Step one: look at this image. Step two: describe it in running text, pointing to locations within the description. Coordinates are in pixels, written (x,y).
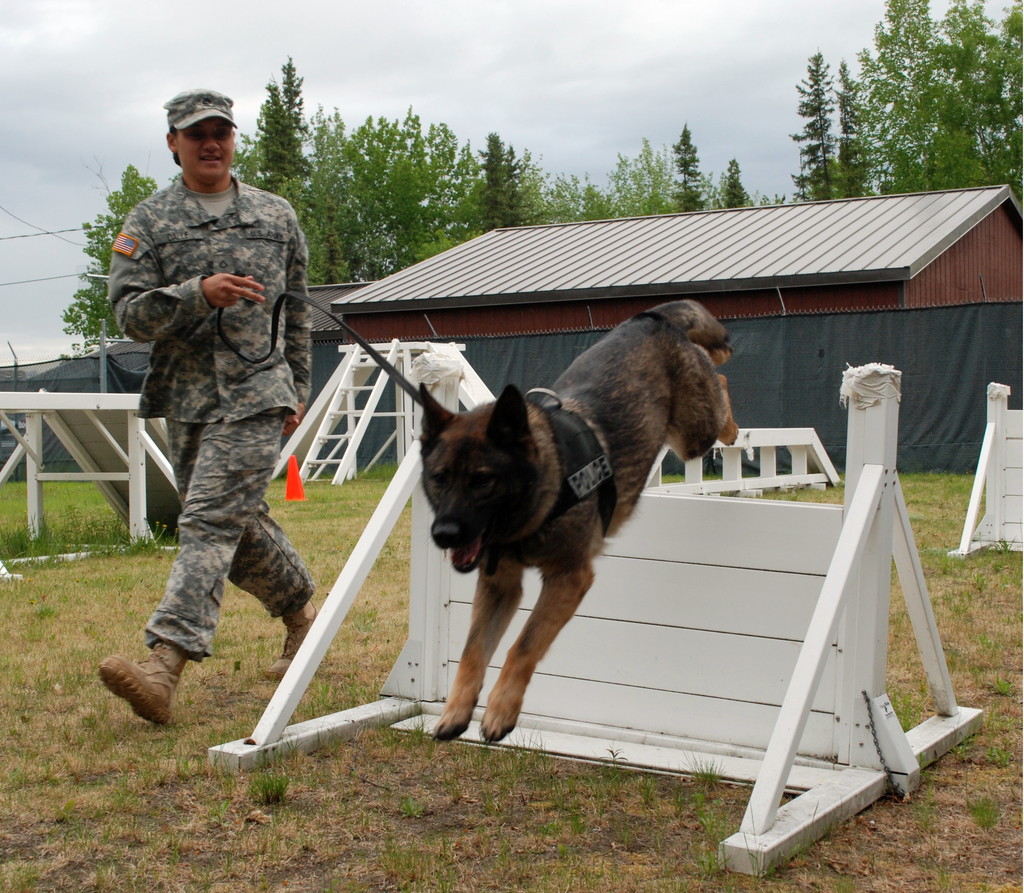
This picture is taken from the outside of the city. In this image, on the left side (266,264), we can also see a person (266,291) walking and holding a collar rope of a dog (699,413) which is in the middle (542,529). The dog (551,512) is also jumping from small wall (473,589). On the right side (1023,433), we can see a small wall (999,546). On the left side (90,407), we can see a table (63,410). In the background (345,395), we can see a ladder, table (811,450), wall (813,409), house (810,281), trees (517,191). At the top (498,36), we can see a sky (538,64) which is cloudy, at the bottom (339,871), we can see a grass (1000,812).
